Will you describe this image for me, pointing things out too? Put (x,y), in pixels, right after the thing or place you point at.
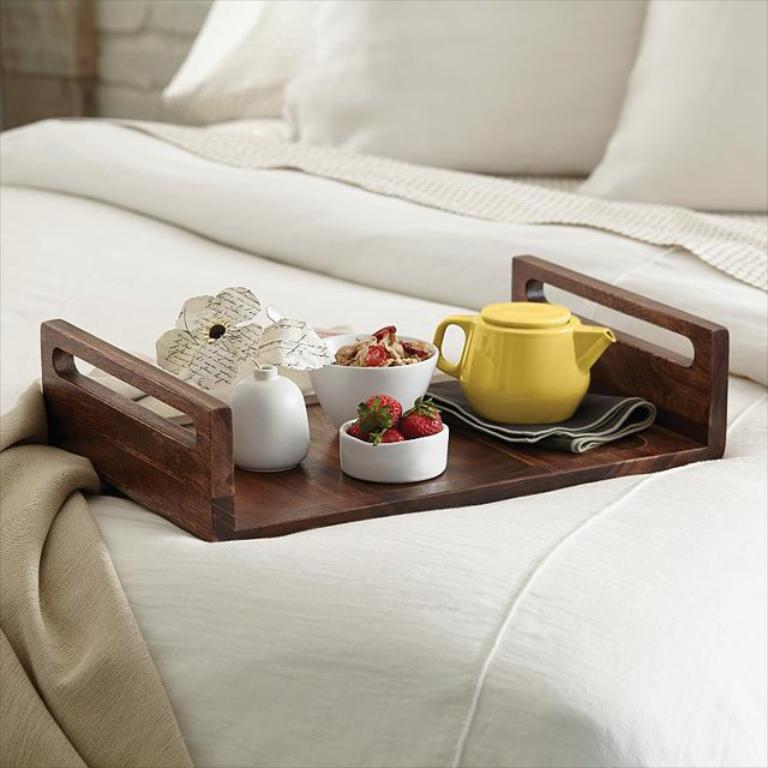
There are some eatables (431,406) placed on a white bed (461,596).
